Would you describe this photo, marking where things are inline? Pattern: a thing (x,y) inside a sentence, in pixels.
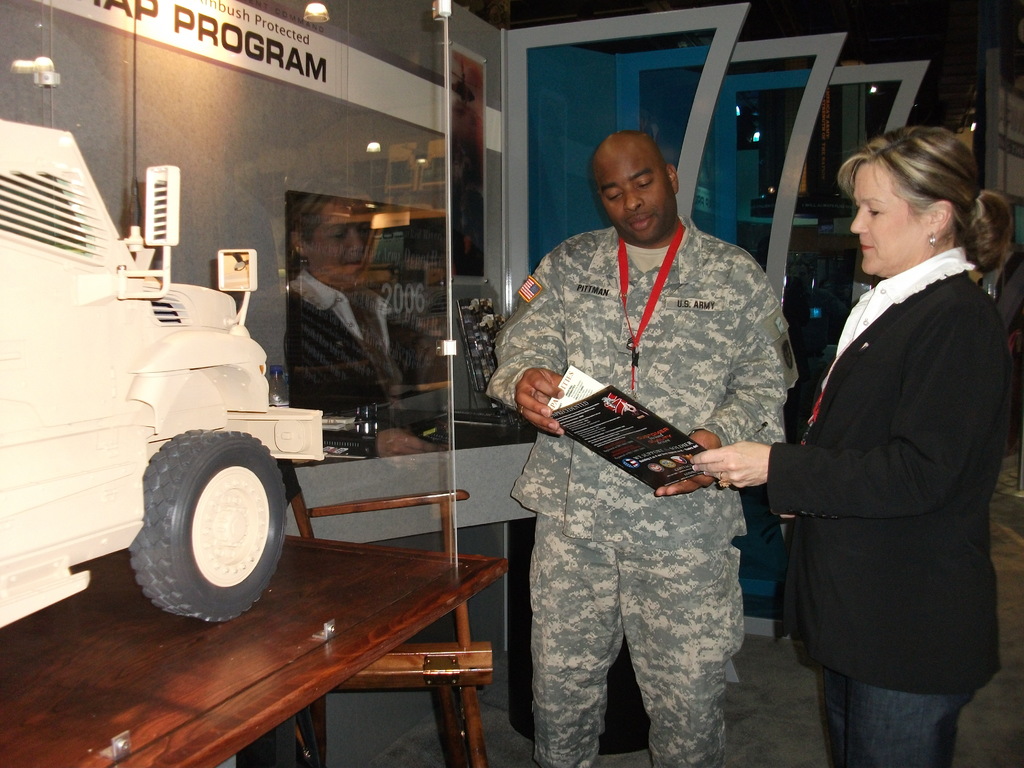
In this image we can see a man (749,425) and woman (903,415) standing and holding a book (605,448) in their hands (658,491). We can see a toy car (164,298) placed on the table (102,595).
